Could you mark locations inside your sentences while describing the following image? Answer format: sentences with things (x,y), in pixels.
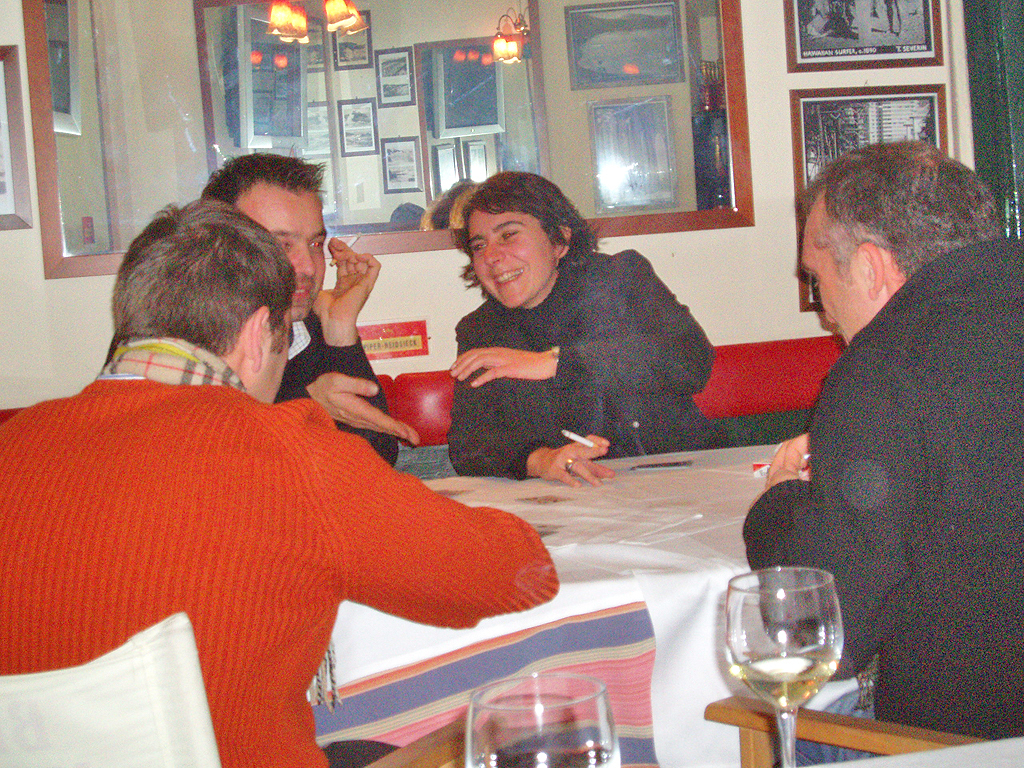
In the image, there are total four people (255,605), three men (293,514) and one woman (603,435), the woman (590,453) is smoking, backside on the chair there are two glasses (738,671) visible, there is a white color cloth (627,542) placed on the table (654,533), in the background (659,116) to the wall (690,251) there are many photo posters (664,128) stick to the wall (603,89).
